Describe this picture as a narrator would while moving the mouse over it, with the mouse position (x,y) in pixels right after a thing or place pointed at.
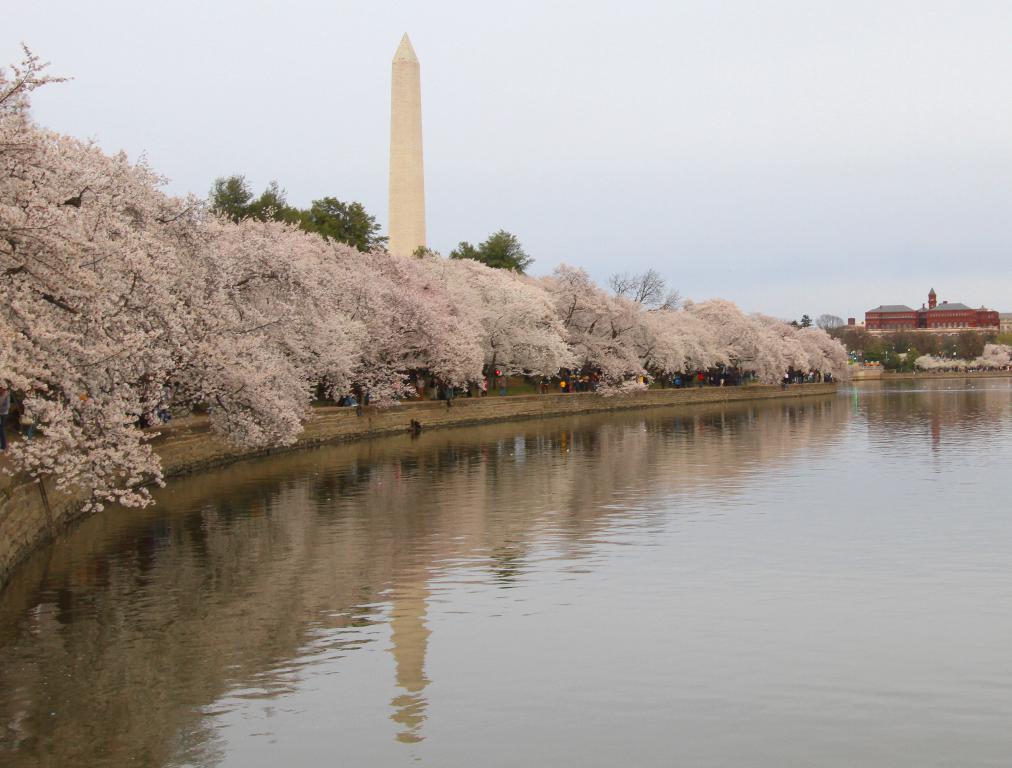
In this picture there is water (676,487). To the left (83,369) there are trees (335,266) on the ground (516,387). In the background (935,306) there are buildings (894,327). At the top (624,57) there is the sky (363,68). In the center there is a tower (391,130).
